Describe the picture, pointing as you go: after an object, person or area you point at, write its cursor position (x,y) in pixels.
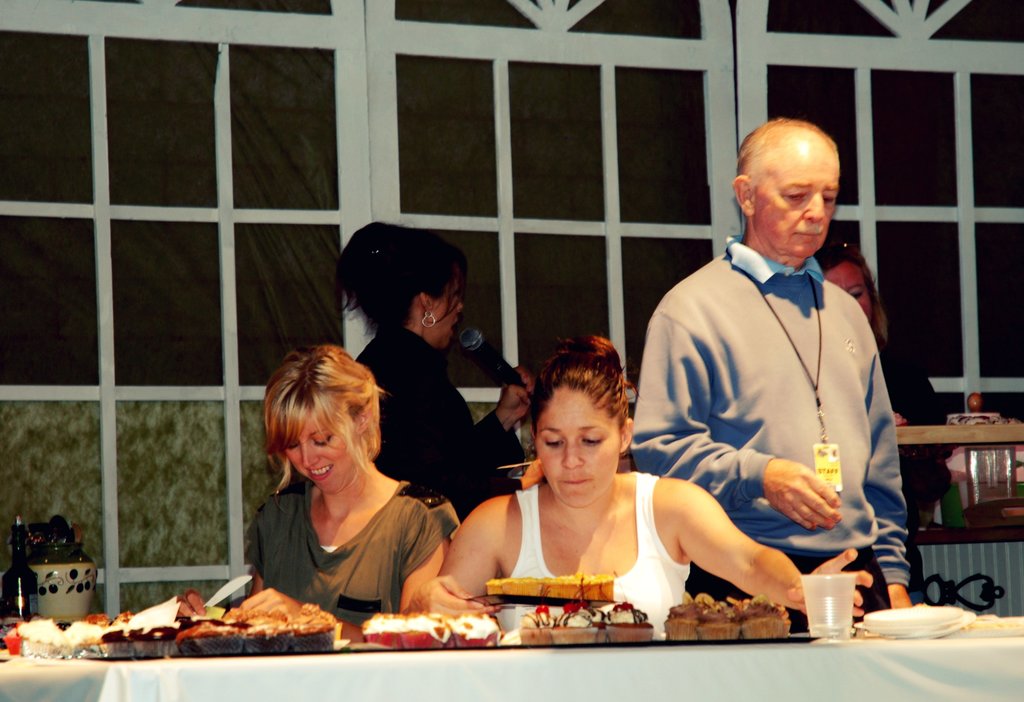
In the middle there is a table (773,654) on that table (757,652) there are plates (915,623), glass (833,624), cakes (564,625) and many food items (728,623), in front of the table (832,639) there are two woman (500,506) a woman (399,493) on the left side (311,489) she is laughing, her hair (319,413) is short. The woman (558,527) in the middle (569,446) she is staring at food (560,589). On the right (794,370) a man (801,396) is walking towards the table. In the middle (436,371) a woman (454,405) holding a mic (523,386), i think she is speaking something. In the background (503,136) there is a window (530,117), bottle (18,579) and pot (59,570).
